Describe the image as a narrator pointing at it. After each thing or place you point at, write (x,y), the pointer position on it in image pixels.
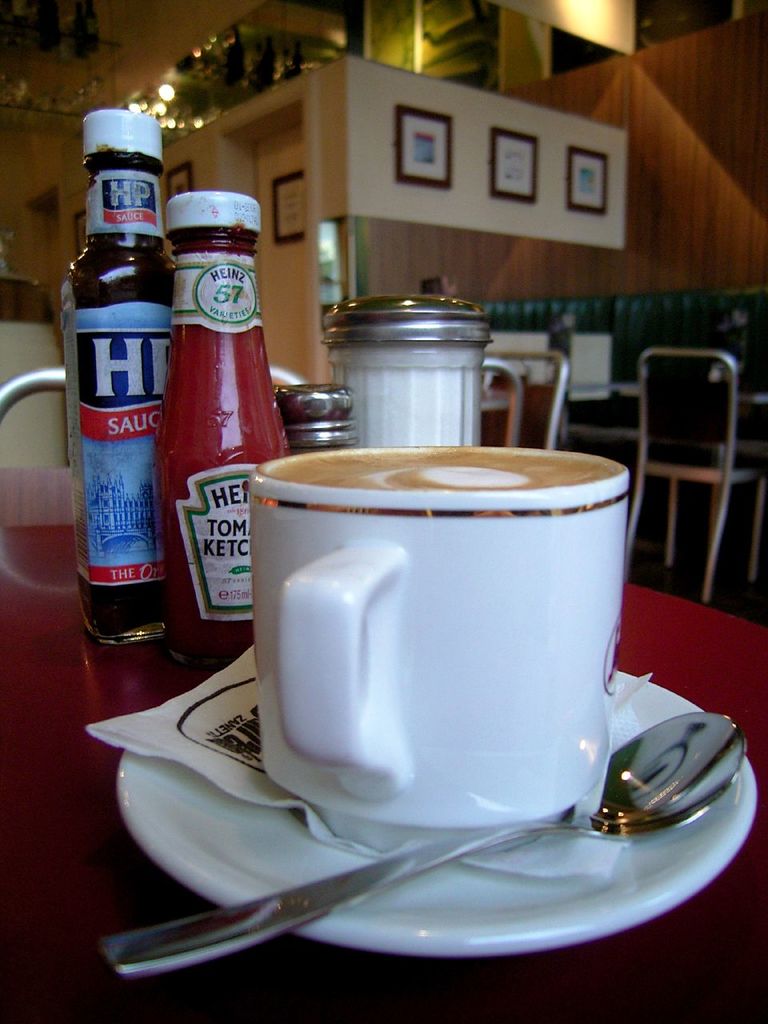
This picture is of inside. In the foreground (430,539) we can see a coffee mug (523,614) with saucer (620,840) and a spoon (676,766) and there is a bottle (231,264) of tomato ketchup (196,407) and a bottle (112,251) of sauce (97,493) and there is a jar (411,406) placed on the top of the table (752,625). On the right corner (711,381) we can see the chairs (687,405) and a table (627,389). In the background (421,157) there is a door (280,187), picture frames (428,167) hanging on the wall (456,199) and lights (168,95).
